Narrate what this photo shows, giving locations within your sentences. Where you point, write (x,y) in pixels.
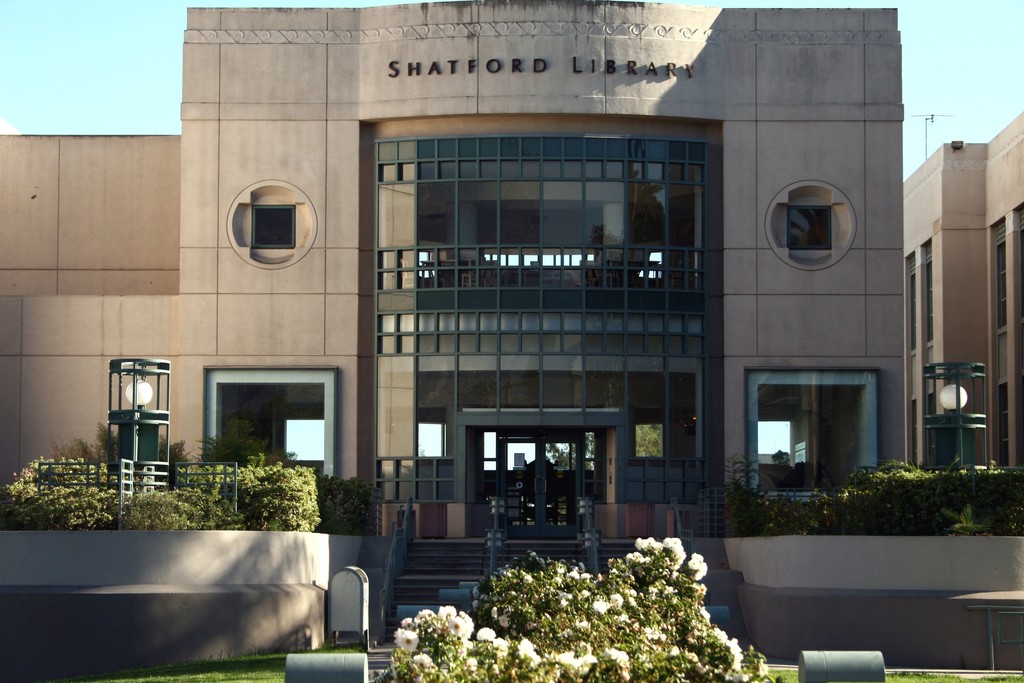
In the picture we can see a building (388,508) with two glass doors (513,515) and beside the building (540,430) we can see another building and near to it, we can see some plants (477,658) and steps (427,575) and under the steps (458,570) we can see grass surface (220,666) and some plants (581,668) and in the background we can see a sky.
